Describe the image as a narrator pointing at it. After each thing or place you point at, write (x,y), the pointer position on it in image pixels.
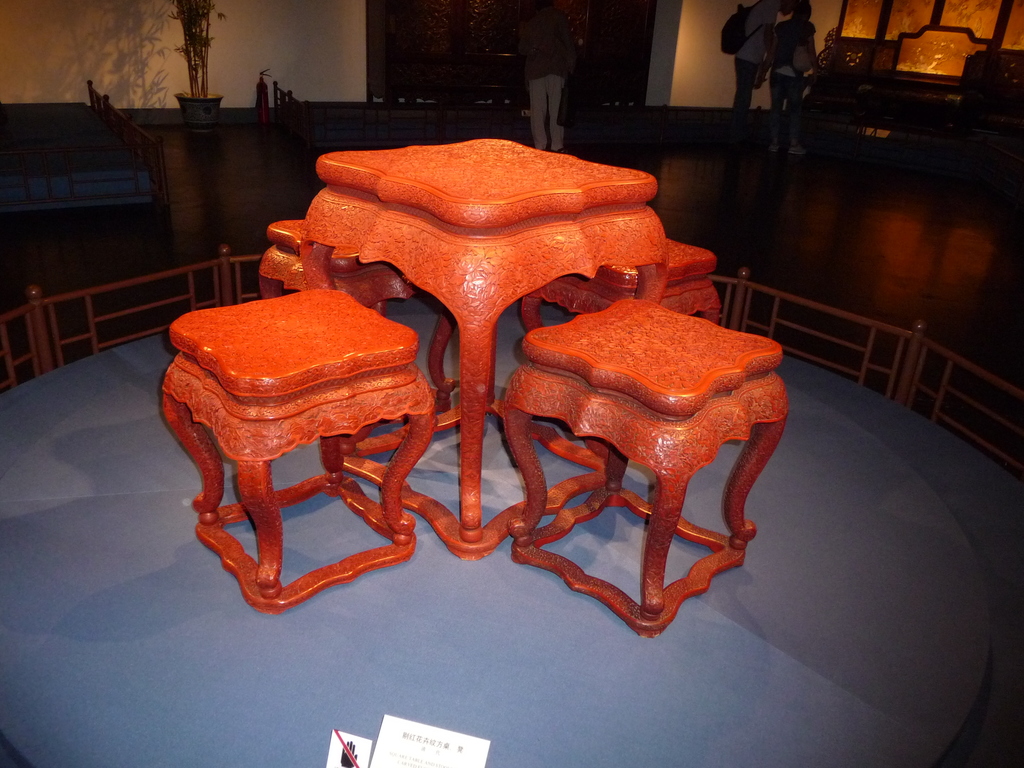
In this image, this looks like a table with four stools (296,382). This is a kind of the fence (774,303). I can see three people (780,22) standing. This looks like a bed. I can see a flower pot (198,122) with a plant (200,77) in it. This looks like an object (112,159), which is placed on the floor (878,210). At the bottom of the image (380,749), these are the papers (380,749), which are placed on the carpet (561,695).
